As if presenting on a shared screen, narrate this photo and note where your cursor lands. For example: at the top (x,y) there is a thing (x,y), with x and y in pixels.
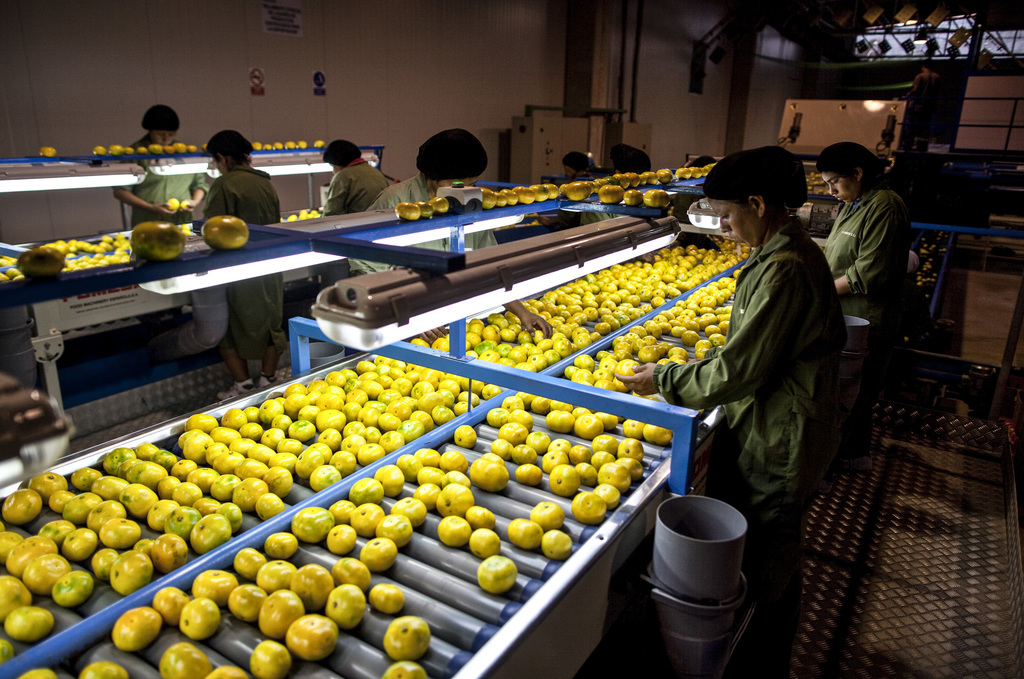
In this image there are some people (878,260) standing, and some of them are holding fruits (531,344) and some of them are checking the fruits (290,636). In the center (430,442) there are some tables (294,557), and on the table (134,605) there are some fruits (351,491) and in the background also there are some tables (218,230). On the tables (44,282) there are some fruits (42,260), and in the background (636,97) there is a wall (190,131) and some objects (928,154), grills (969,135), light (605,228) and at the top of the image (256,89) there are some posters (259,71) on the wall (457,111). And at the bottom of the image (698,563) there is pipe (670,551).
